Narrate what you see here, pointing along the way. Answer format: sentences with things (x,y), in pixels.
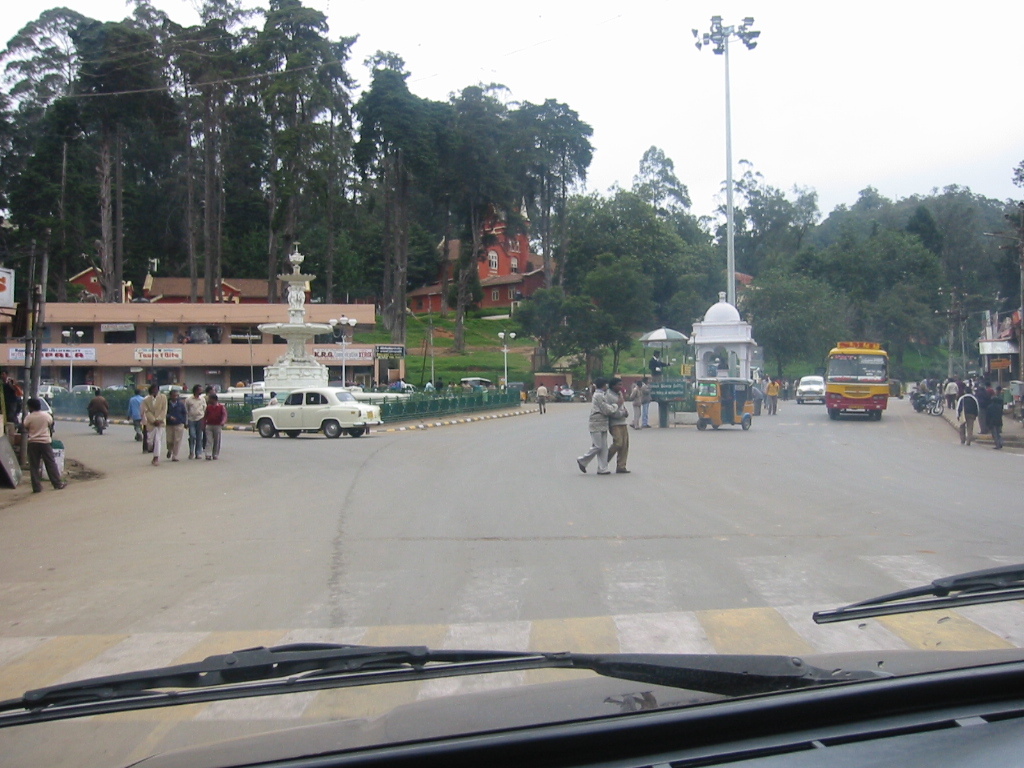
In this picture I can see the road (620,626). There are some vehicles (879,413) and people (44,423) walking on the road (584,520). In the background (98,206) I can see trees (701,241) and a pole (732,224).
